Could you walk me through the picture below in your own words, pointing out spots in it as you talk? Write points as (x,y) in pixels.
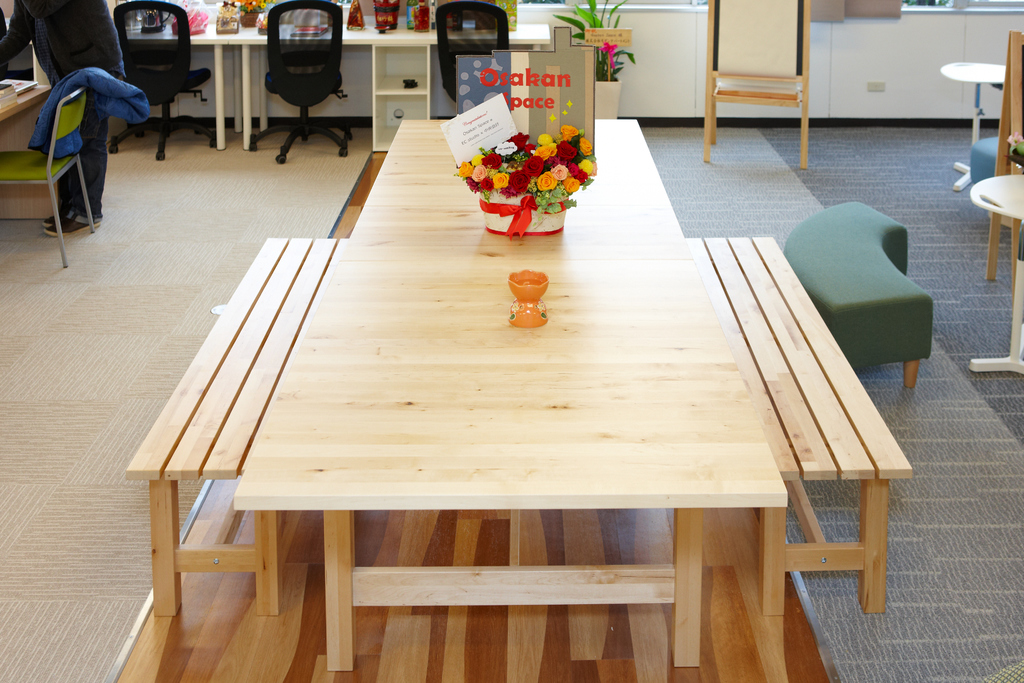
In this image there is a wooden table (470,418). On the table (425,422) there is a flower bouquet (542,148). Beside the table (415,296) there are benches (742,329). On the either sides of the image there are tables (11,117) and chairs (894,285). In the background (222,16) there are flower bouquets (251,9) and a few objects (381,14) on the table (518,39). Beside the table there is a flower pot (606,60). There is a carpet (116,362) on the floor (957,525). In the top left (71,36) there is a person (80,49) standing.
